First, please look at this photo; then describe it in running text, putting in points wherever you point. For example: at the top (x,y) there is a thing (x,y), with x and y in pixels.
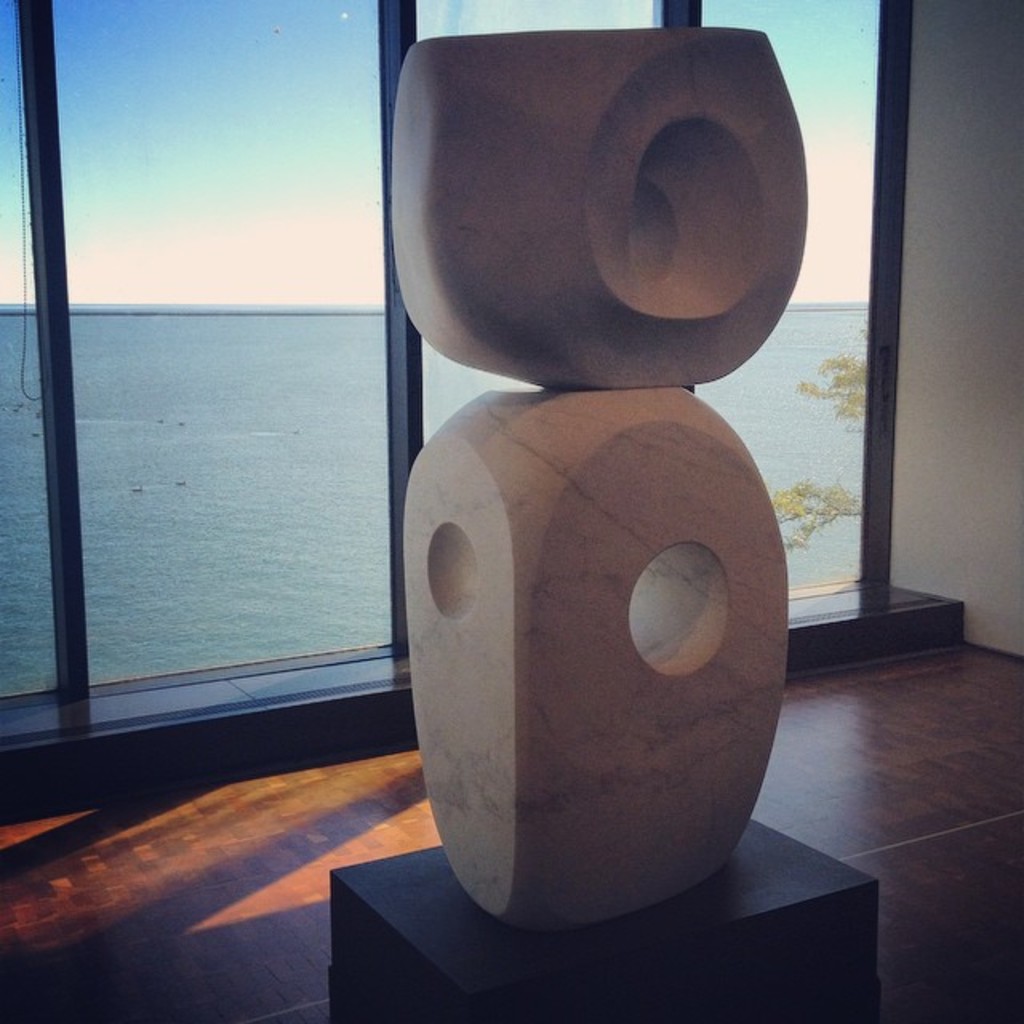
In this picture, they are looking like some architecture structures (518,727) on an object (444,928) and the object (431,927) on the wooden floor (231,923). Behind the architectural structures (531,486) there is a glass window (115,310), a tree (838,361), sea (256,423) and the sky (187,40).
